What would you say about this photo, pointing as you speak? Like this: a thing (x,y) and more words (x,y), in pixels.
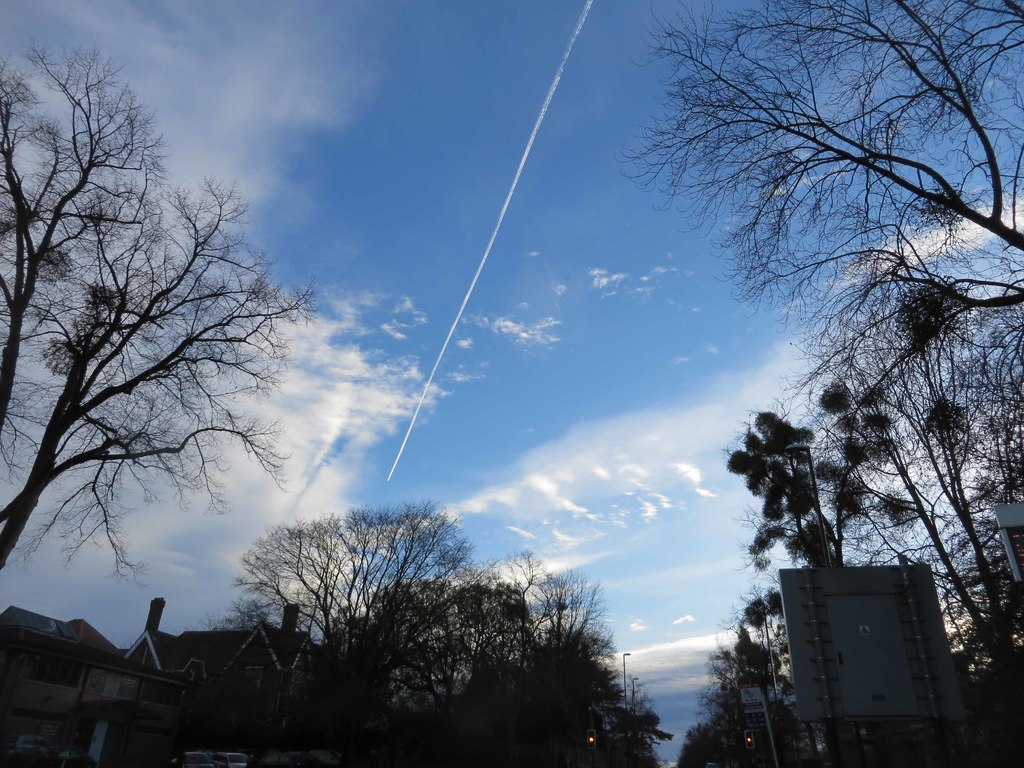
In this image I can trees (951,193) and a house (208,705). Here I can see street lights (632,686) and a board (833,680). In the background (551,362) I can see the sky (511,343).
